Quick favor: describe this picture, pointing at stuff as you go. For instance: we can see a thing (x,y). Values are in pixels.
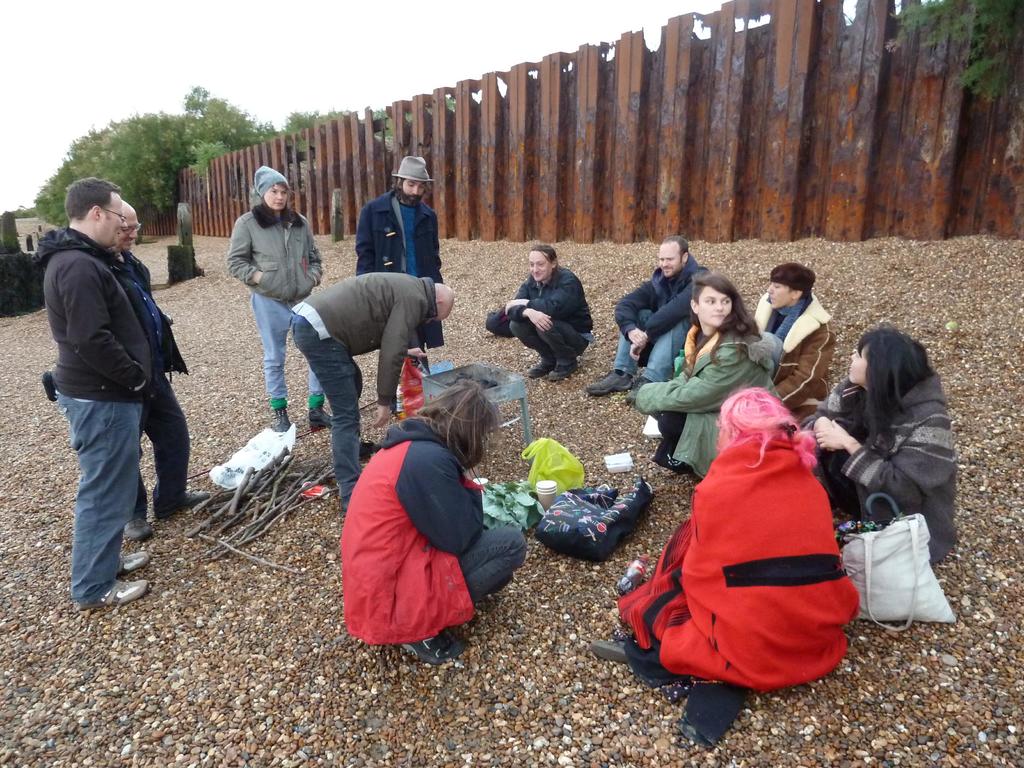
In this image, there are a few people (518,553). We can see the ground (571,723) covered with some objects (569,474) like wooden sticks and a bag (594,513). We can see the fence (457,160) and some trees (169,122). We can also see the sky (493,64).
